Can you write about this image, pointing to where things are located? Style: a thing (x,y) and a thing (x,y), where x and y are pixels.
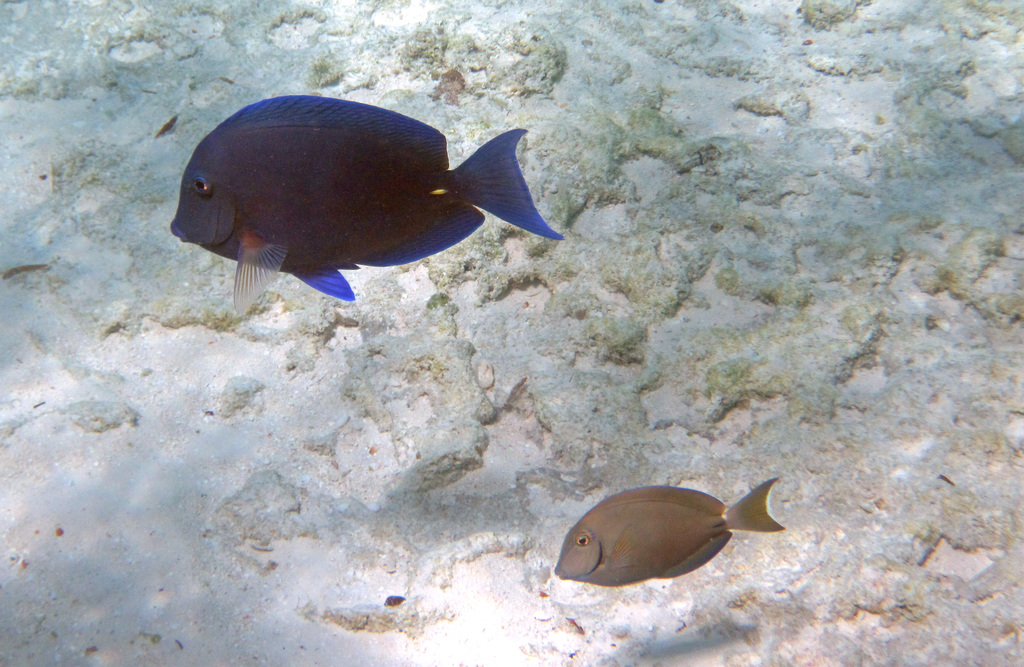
In this picture I can see two fishes (412,153), and in the background (843,301) there are stones (513,367).
